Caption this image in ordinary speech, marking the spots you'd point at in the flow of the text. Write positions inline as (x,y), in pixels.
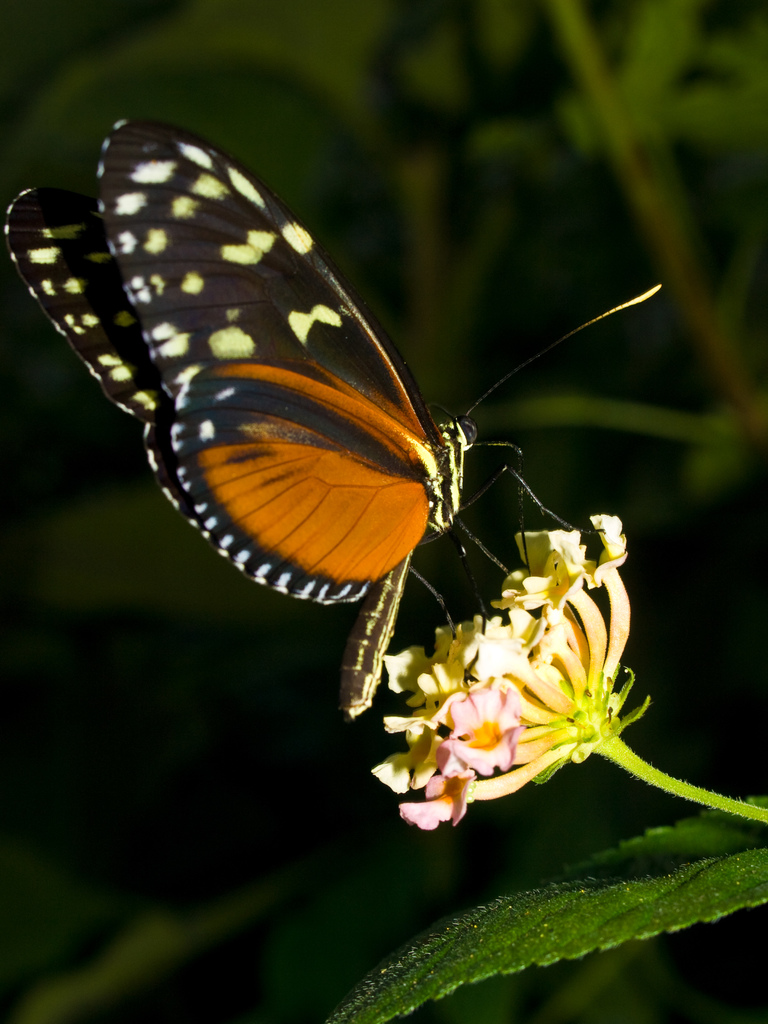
In this image there is a flower (518,696) having a butterfly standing on it. Below the flower (574,725) there is a leaf (590,919). Background (247,95) there are few plants (111,958).
